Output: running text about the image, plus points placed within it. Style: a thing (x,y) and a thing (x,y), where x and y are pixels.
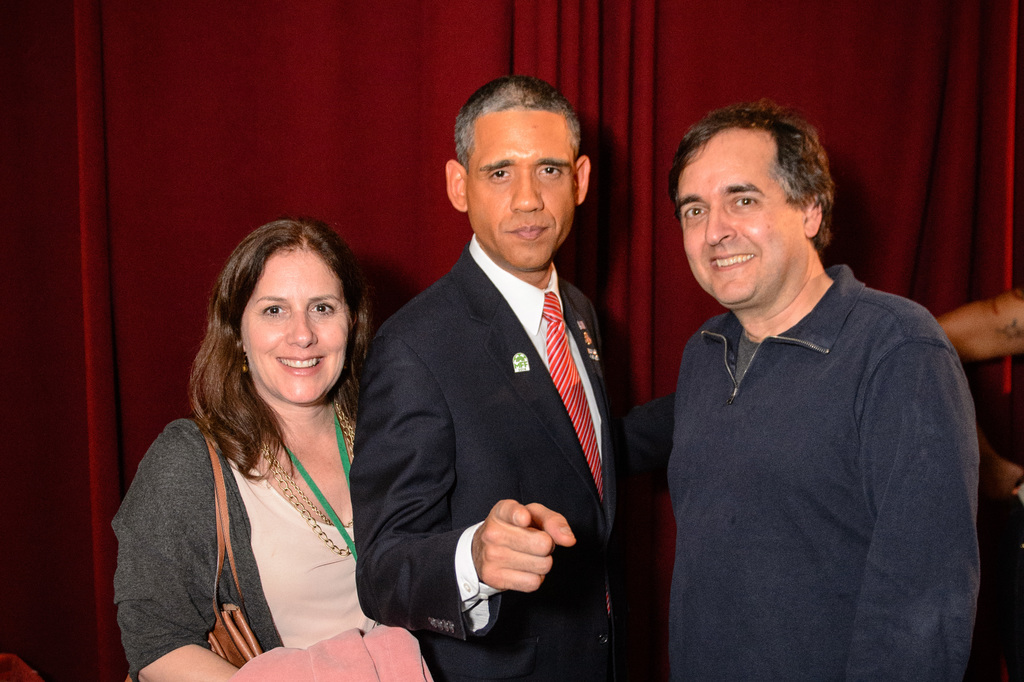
In the image we can see two men (499,445) and a woman (325,457) standing, they are wearing clothes (734,359) and they are smiling. The woman (191,513) is wearing neck chain (315,527) and carrying a bag (238,654). Behind them, we can see the curtains (297,77) maroon in colour.
